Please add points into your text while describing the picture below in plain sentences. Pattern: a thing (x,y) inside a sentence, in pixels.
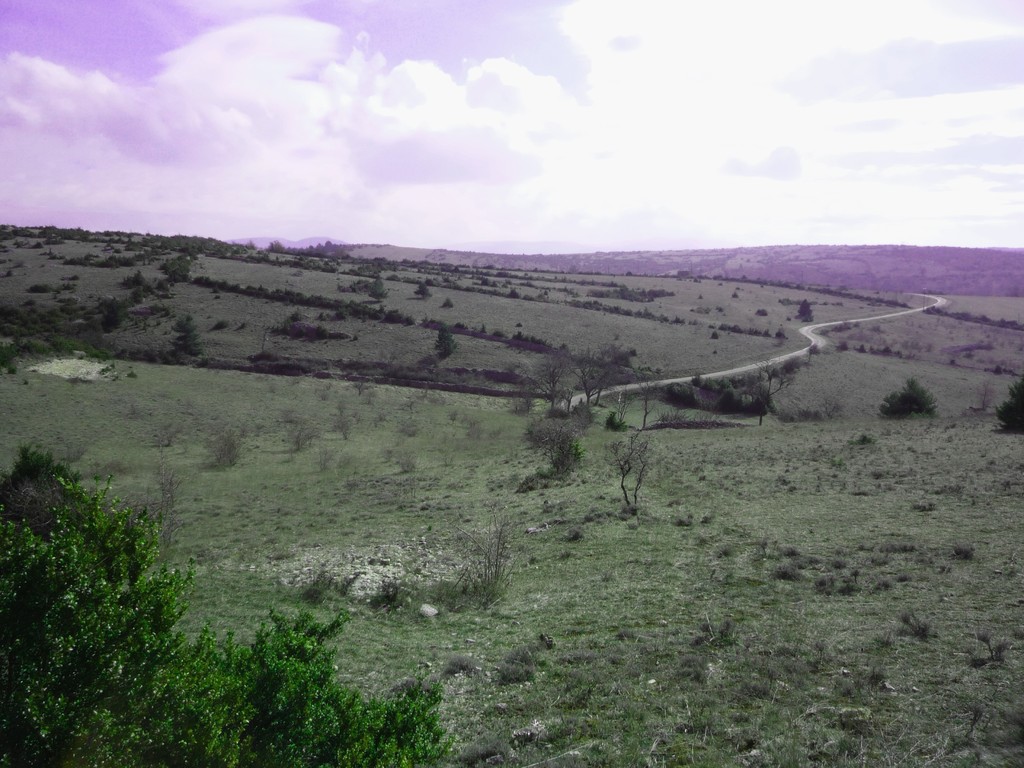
In the image we can see grass (638,618), plant (707,387), path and a cloudy sky (325,163).
